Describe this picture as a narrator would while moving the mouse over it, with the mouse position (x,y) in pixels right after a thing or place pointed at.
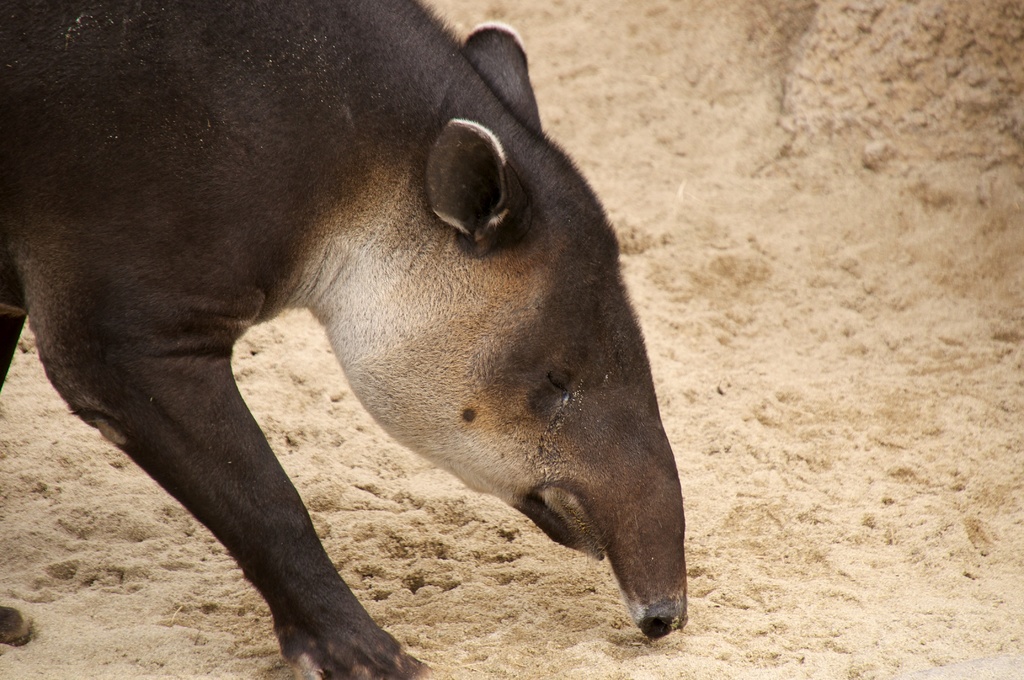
In this image we can see an animal (316,193). In the background (766,436) there is sand (547,585).
